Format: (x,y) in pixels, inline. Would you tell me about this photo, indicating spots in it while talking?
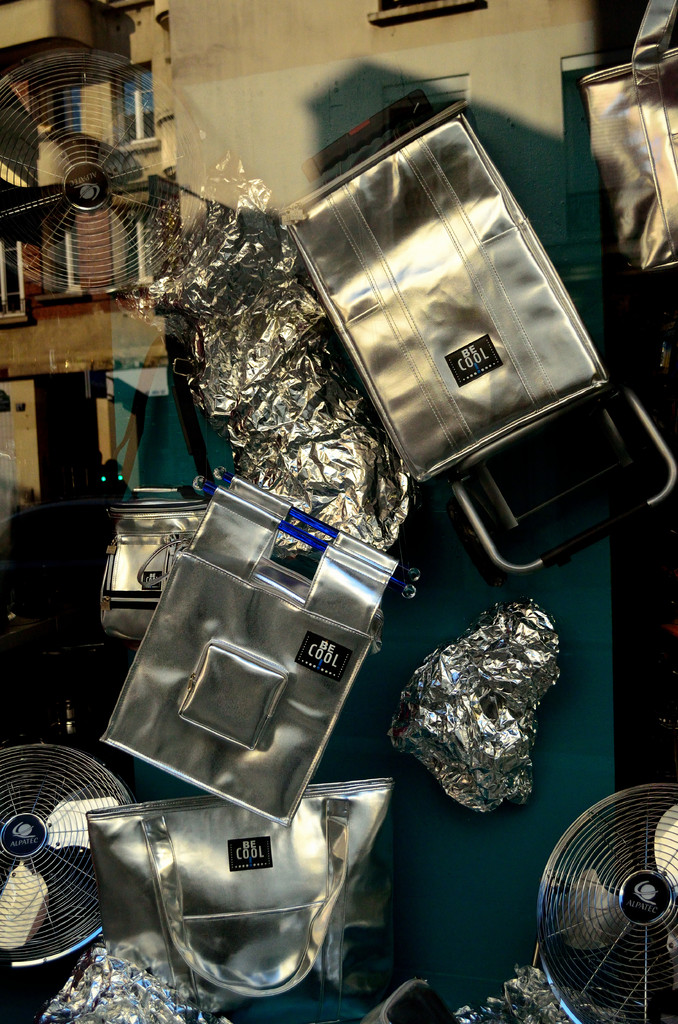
In this picture we have different types of bags (385,340) and fans (592,889) to the wall (246,83).
